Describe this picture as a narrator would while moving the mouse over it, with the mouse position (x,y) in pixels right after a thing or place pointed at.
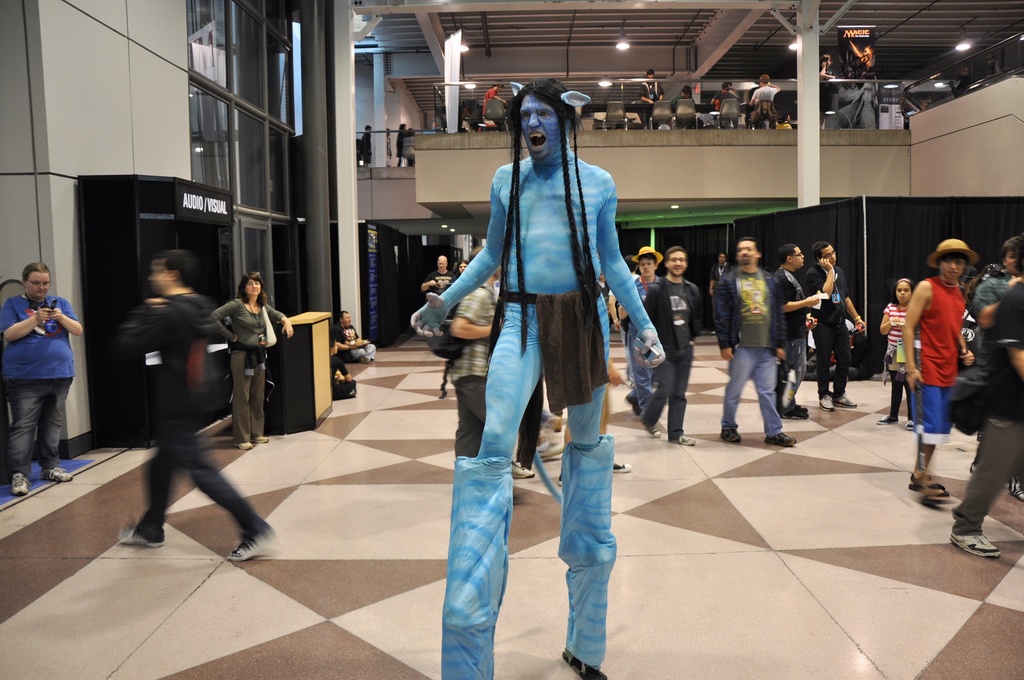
This picture describes about group of people (493,291), few are standing, few are walking and few are seated on the chairs (731,122), and we can see a man (550,318) in the middle of the image (523,369), he wore costumes (523,369), in the background (856,74) we can find few lights (941,84) and hoardings (869,94), and also we can see few curtains (883,238).
